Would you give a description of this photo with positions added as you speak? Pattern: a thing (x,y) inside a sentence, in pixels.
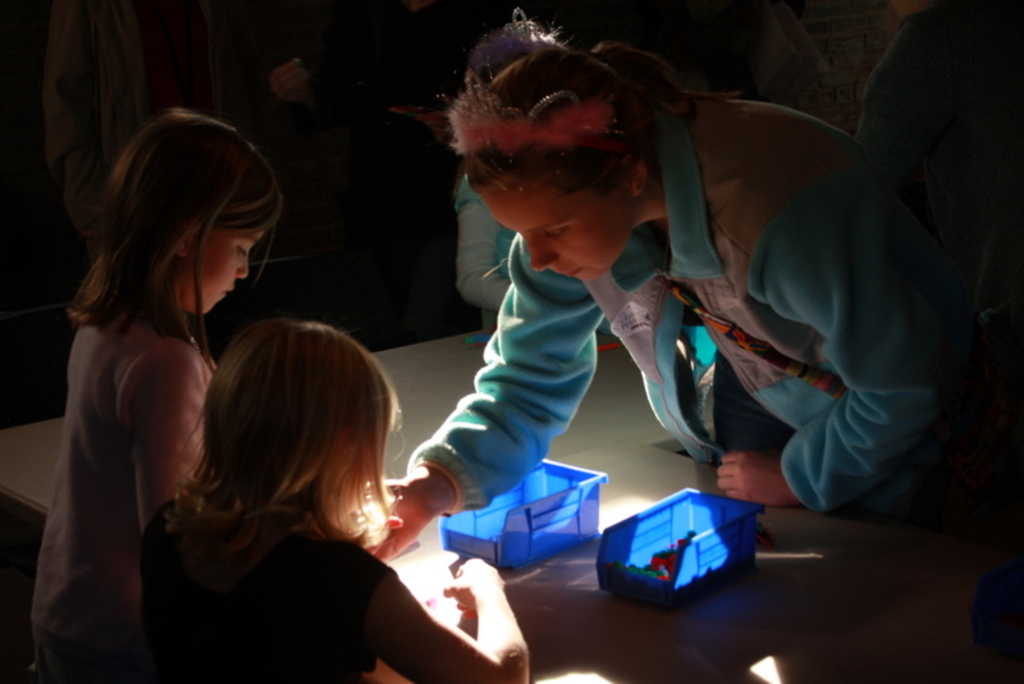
This is a picture of a woman (820,133) and 2 girls (122,154) who are playing with the toy (449,598) and there is a basket (619,537) of toys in the table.
